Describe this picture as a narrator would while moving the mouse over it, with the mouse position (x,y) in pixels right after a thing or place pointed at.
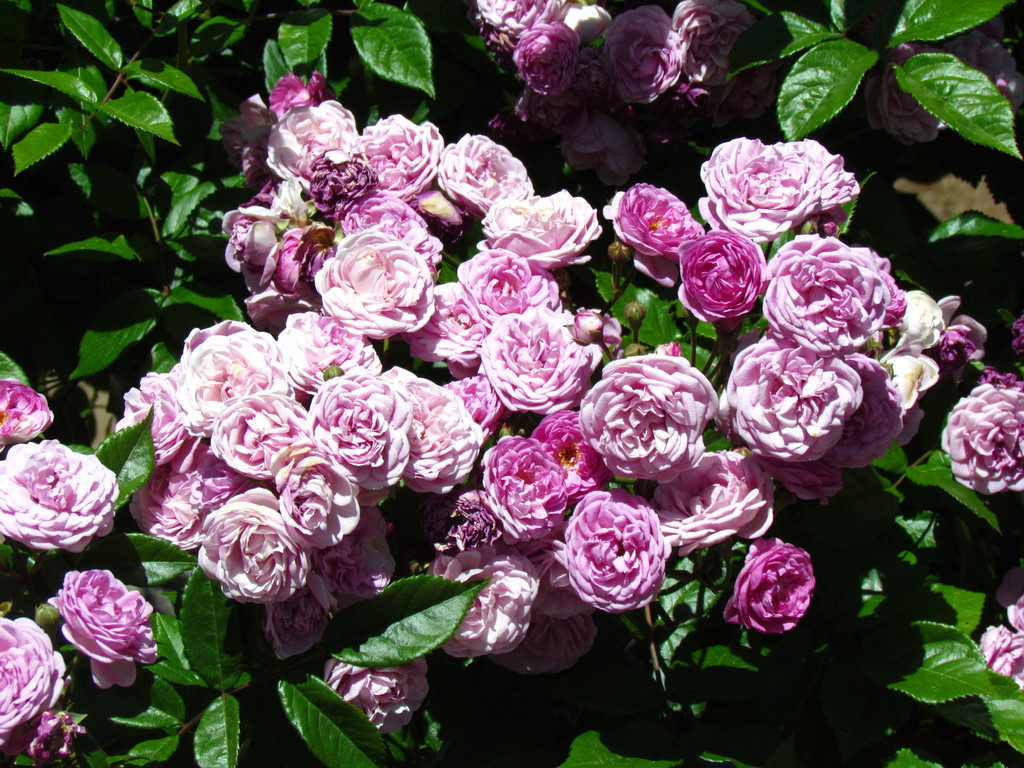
In this picture we can see leaves (861,485) and pink color flowers (741,574).
